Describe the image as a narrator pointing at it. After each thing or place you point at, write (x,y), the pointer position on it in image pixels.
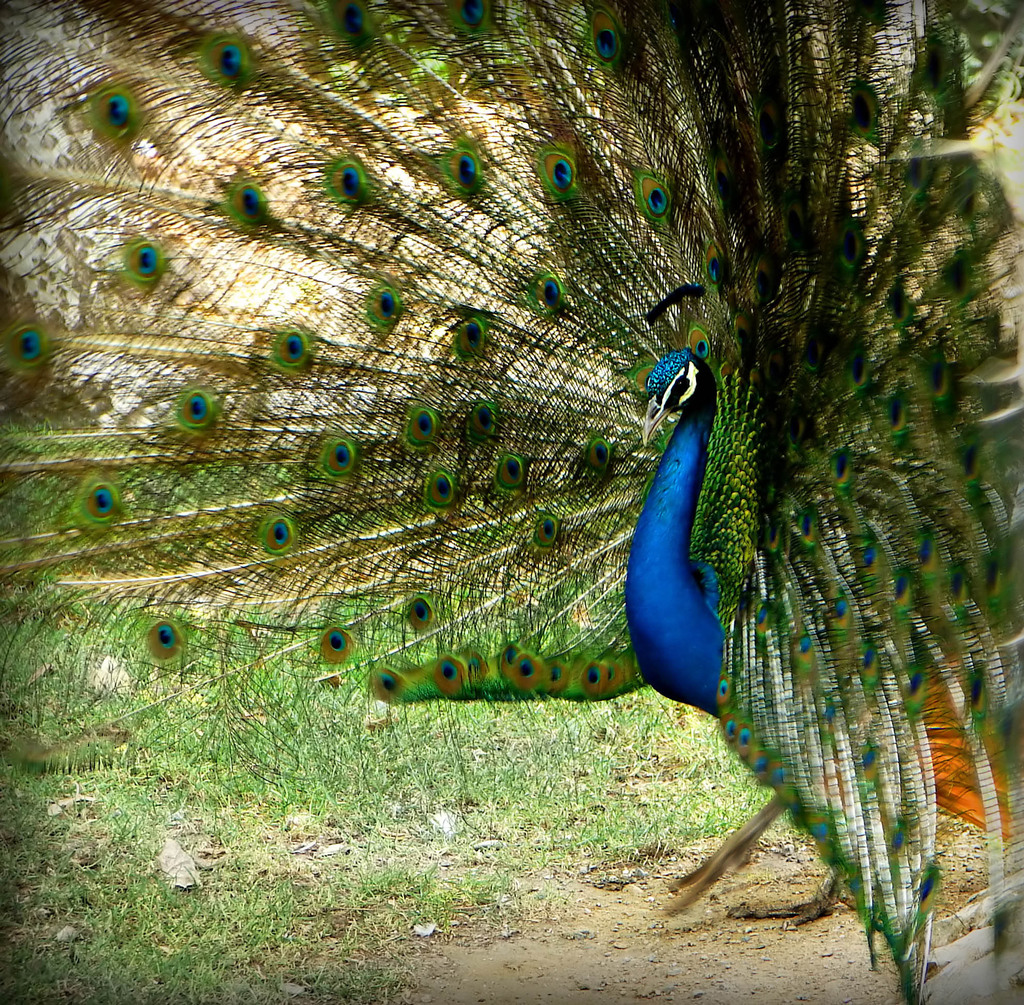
In this picture we can see a peacock (551,694) walking on the ground (640,880) and in the background (638,738) we can see grass (362,796).
